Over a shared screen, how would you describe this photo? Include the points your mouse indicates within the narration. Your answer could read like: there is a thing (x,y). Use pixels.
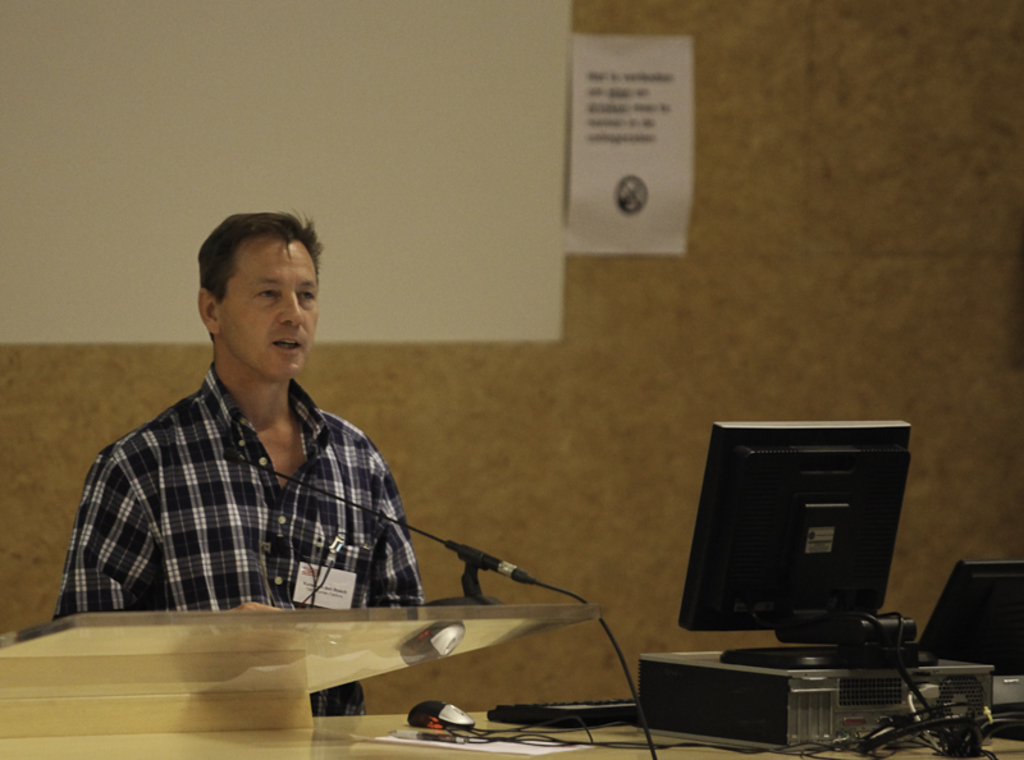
In this image there is a person (258,539), in front of the person (372,555) there is a podium (210,662), beside the podium (490,606) there is a mic (475,578), computer (833,707), cables (589,736), mouse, keyboard (537,711), pen (464,740), paper (521,746) and some other objects (937,630), behind him on the wall (355,360) there is a screen (447,152) and a poster (598,139) with text (640,105) and symbol (622,201).
